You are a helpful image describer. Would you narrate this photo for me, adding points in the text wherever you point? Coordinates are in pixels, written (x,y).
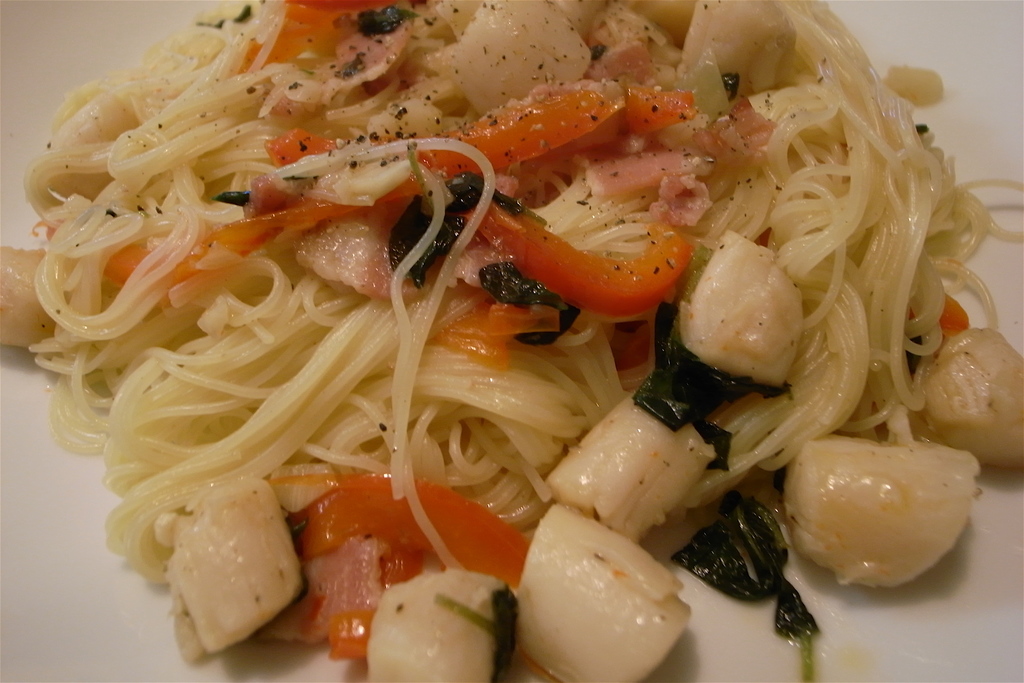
In this picture I can see food (541,143) in the plate (92,461).
